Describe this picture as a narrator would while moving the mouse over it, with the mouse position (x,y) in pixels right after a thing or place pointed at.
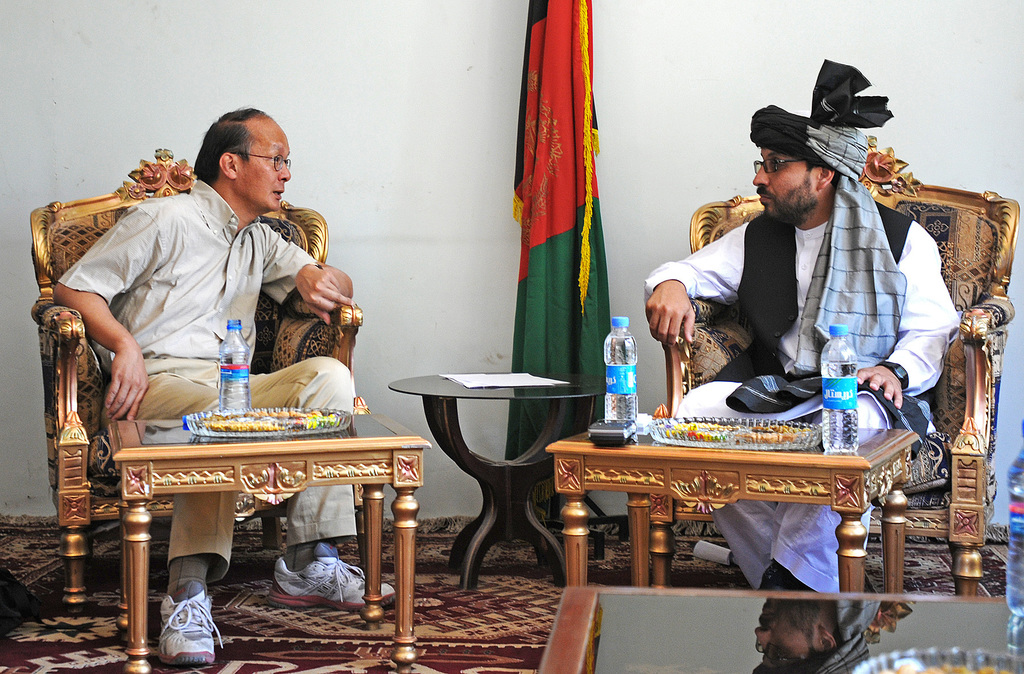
In this image two persons (842,200) are sitting on chairs (87,372). In front of them there are tables (622,463) on the tables (354,443) there are food (255,425) on plate (787,421) and bottles (249,400). In the middle (508,391) there is a table (442,398) on it there is a paper (493,383), a flag (531,271) is there. It is looking like they are talking. In the floor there is a carpet (467,621). There is another table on the bottom right corner (709,604).
